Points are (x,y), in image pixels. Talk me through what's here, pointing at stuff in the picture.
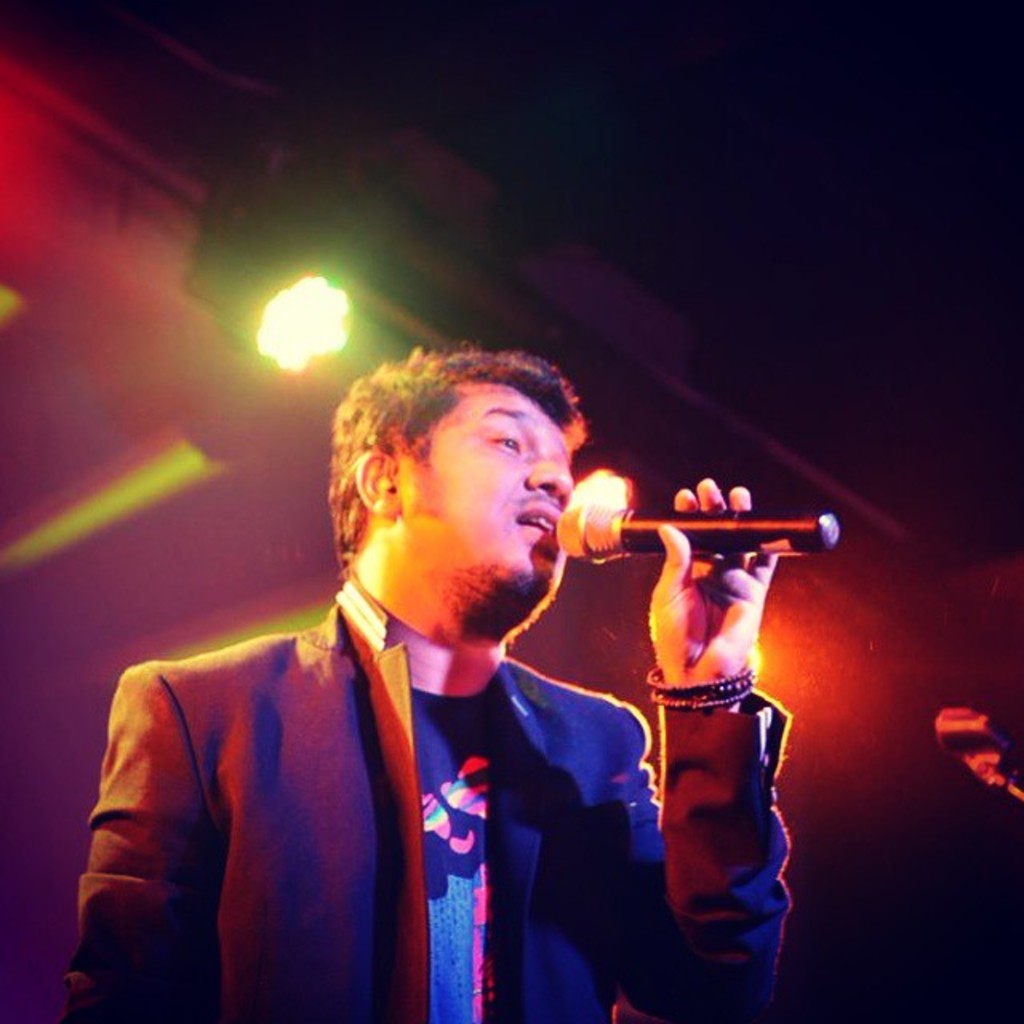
In front of the image there is a person (419,634) holding the mike (775,530). Beside him there is some object (996,768). At the top of the image (288,297) there are lights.
